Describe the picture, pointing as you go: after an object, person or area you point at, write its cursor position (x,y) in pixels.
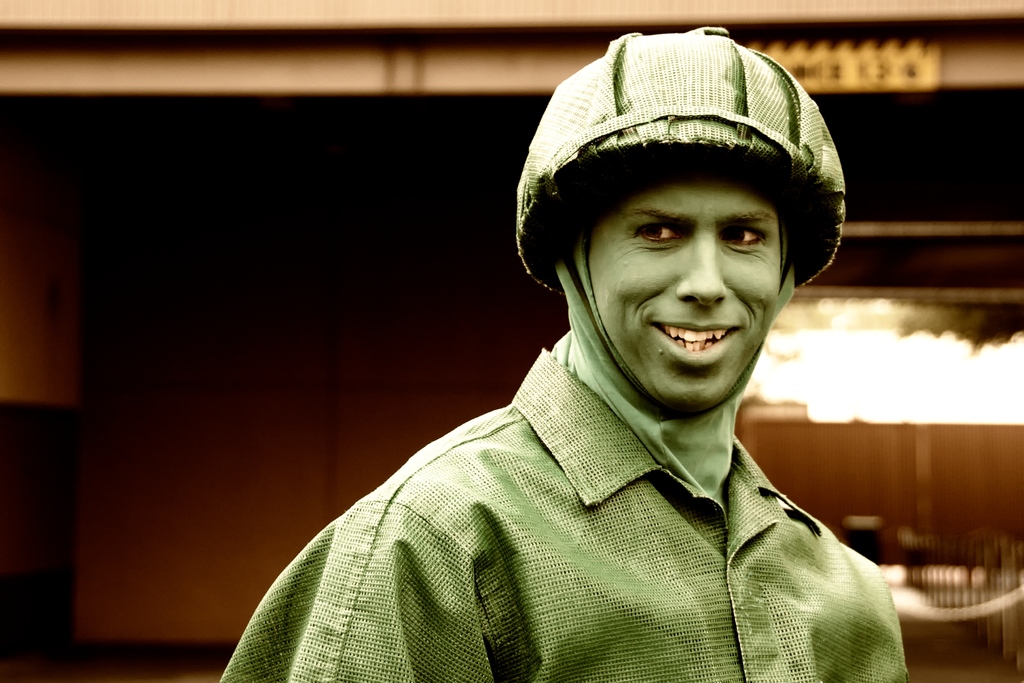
In this picture we can see a man (543,609). There is a building (249,478) in the background (292,493).
